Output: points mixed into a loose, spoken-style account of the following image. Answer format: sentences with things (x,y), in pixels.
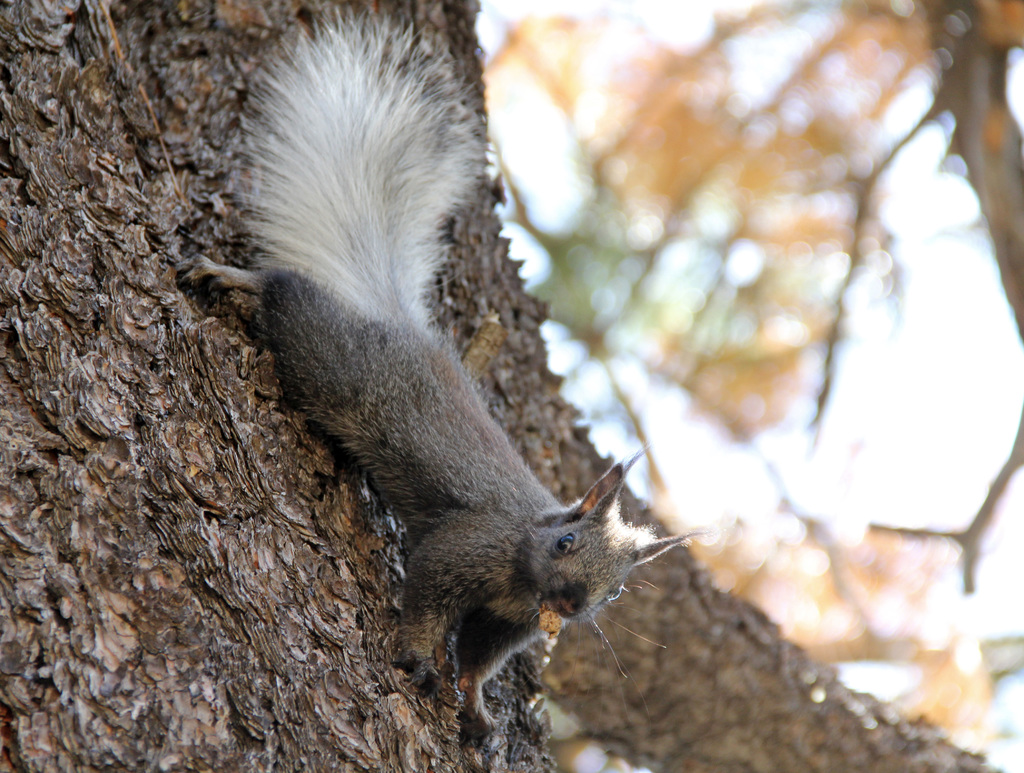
In this image in the center (430,347) there is one animal (444,550) on the tree (240,620), and in the background (841,133) there are some trees (670,350).
